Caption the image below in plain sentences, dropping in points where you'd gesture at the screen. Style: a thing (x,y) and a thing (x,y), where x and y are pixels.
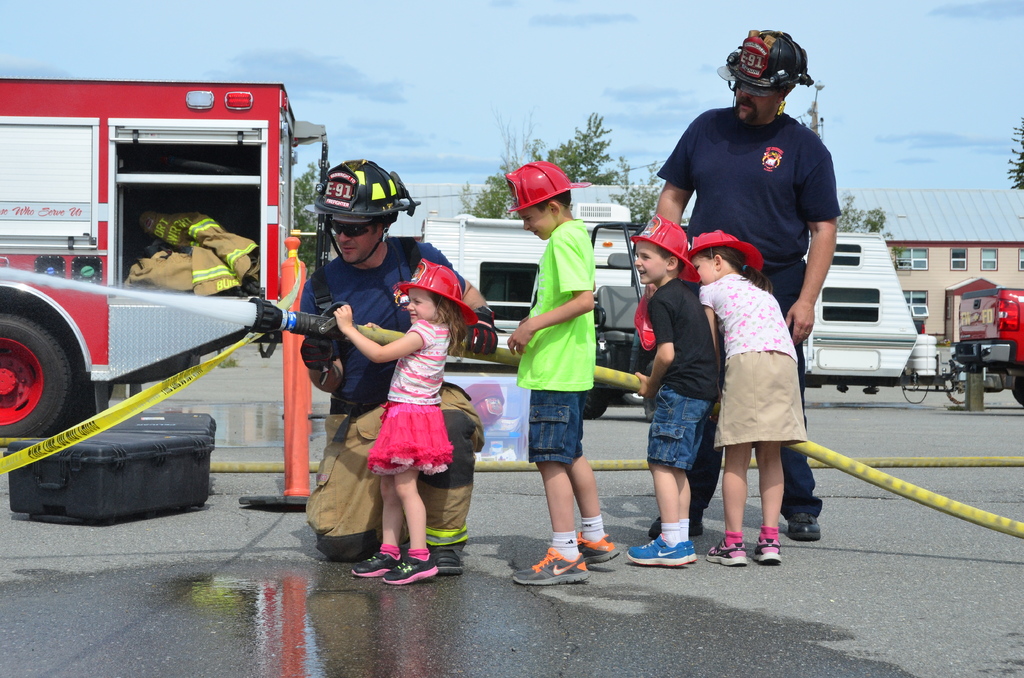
This picture is clicked on the road (827,643). There are two men (672,182) and four kids (593,340) standing on the road (844,439). Behind them there are vehicles (971,326). In the background (972,254) there are houses (950,247) and trees (307,179). At the top (376,58) there is the sky (376,65). To the left (156,438) there is a box (122,463) on the road (57,527). They all are wearing helmets (559,181).
